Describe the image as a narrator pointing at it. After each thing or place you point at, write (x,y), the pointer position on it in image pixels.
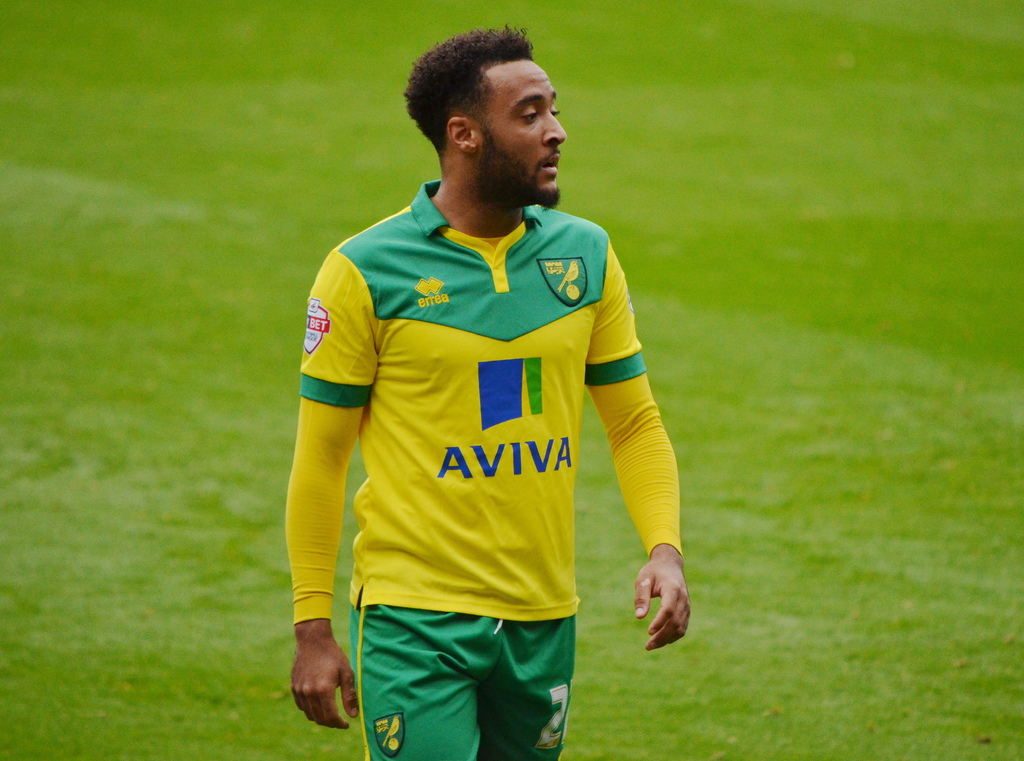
In this picture I can see a man (451,332) and I can see grass (109,86) on the ground (705,446).
